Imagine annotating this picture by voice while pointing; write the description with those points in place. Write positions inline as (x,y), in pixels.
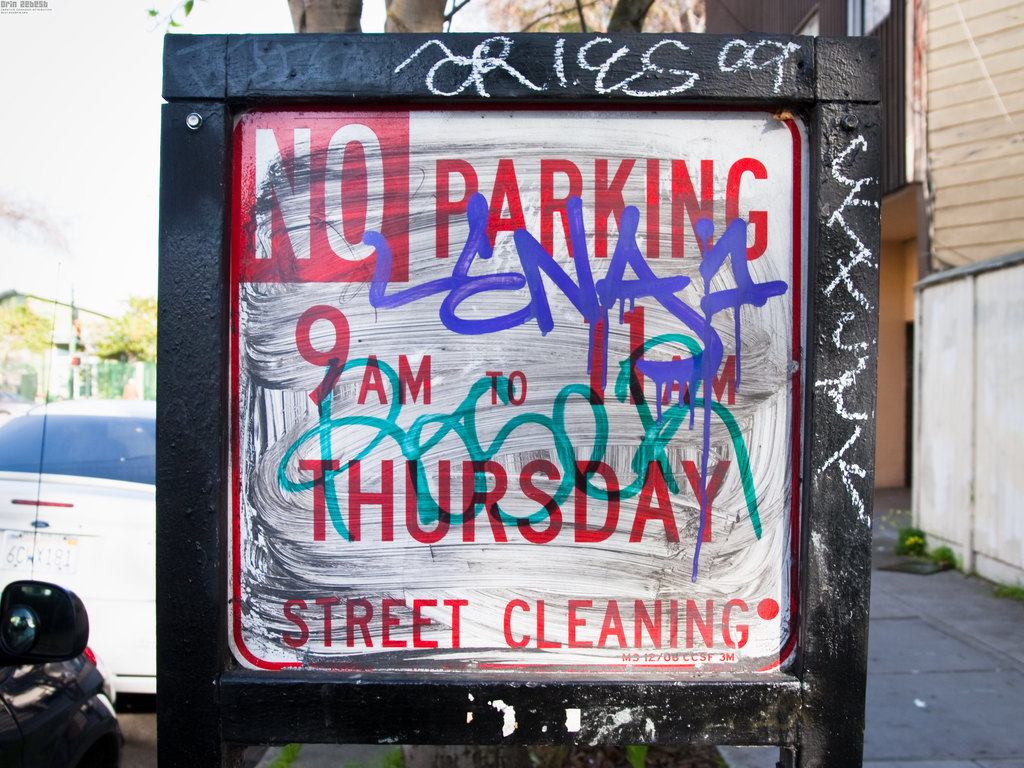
In this image there is a board (698,363), on that board (354,359) there is some text (424,444), on the left side (50,630) there are vehicles (93,585) on a road (150,742), on the right side (947,673) there is a footpath (927,584) and buildings (953,189).
